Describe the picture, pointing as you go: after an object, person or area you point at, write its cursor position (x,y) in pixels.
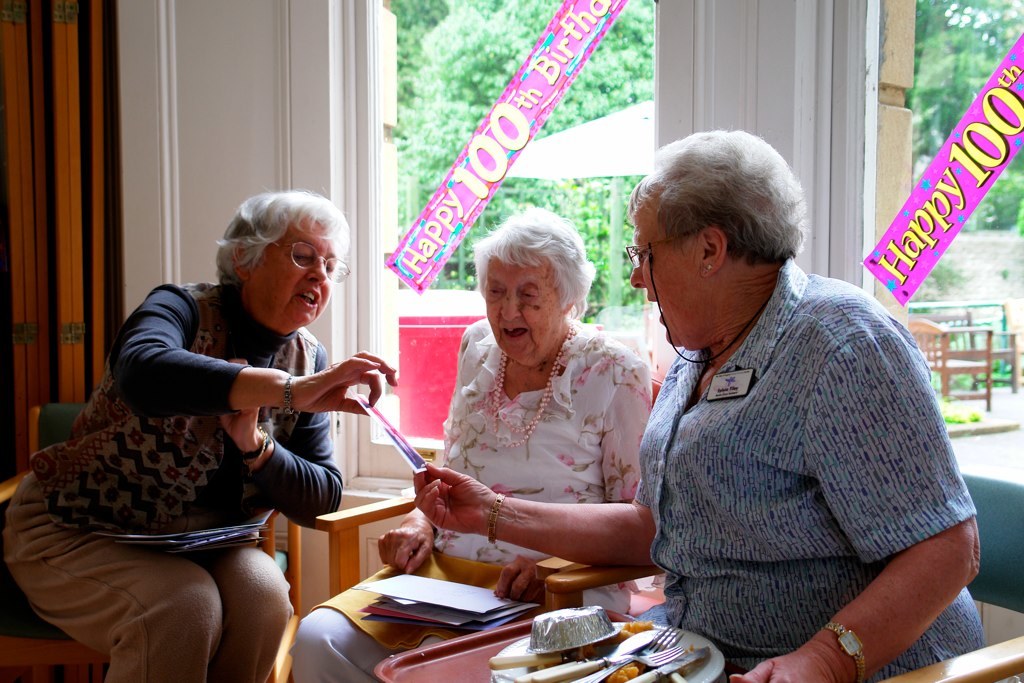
In this image we can see three people (542,477) sitting and two of them are holding an object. At the bottom (503,640) there is a table (488,658) and we can see a plate (693,674) containing forks (647,657), knife (617,657), bowl (567,645) and some food (586,649) placed on the table (438,677). In the background (277,106) there is a window (857,51) and a wall (161,136). We can see chairs (919,331), tent (580,149) and trees (597,249).
